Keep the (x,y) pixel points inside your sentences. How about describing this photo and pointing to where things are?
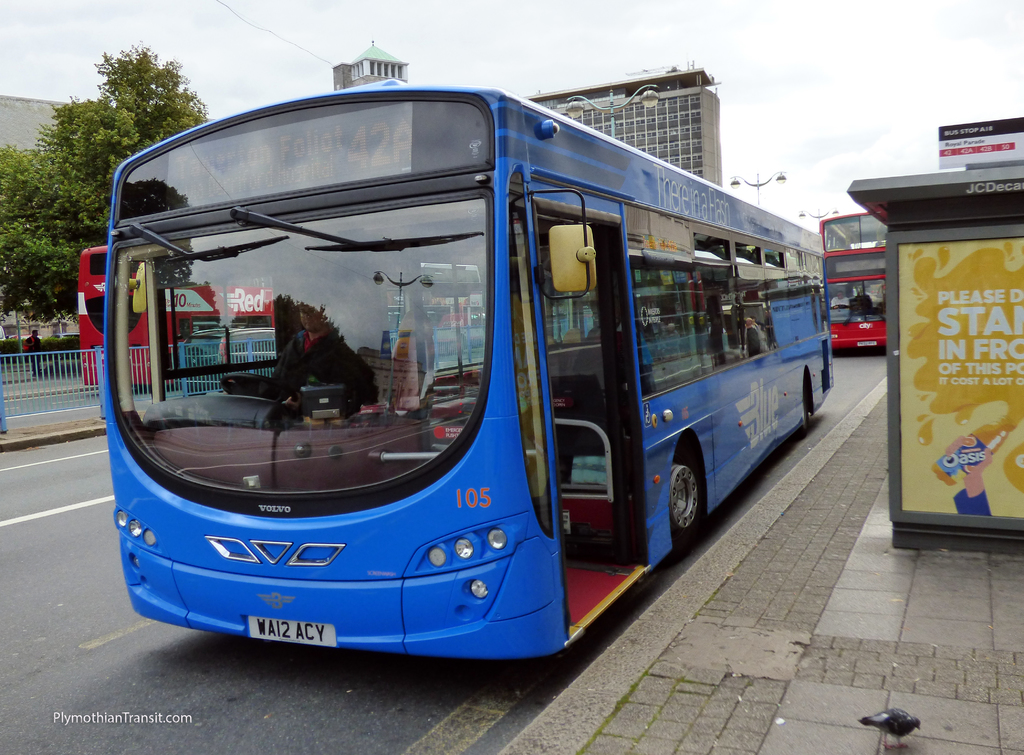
This picture is clicked in the city. At the bottom (409,723), we see the road (324,654), footpath (694,649) and a bird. In the middle (667,387), we see the buses (603,240) in red and blue color are on the road (358,688). On the right side (928,325), we see a board (963,305) in grey and yellow color with some text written on it. Behind that, we see a board (971,148) in white, red and black color with some text (972,130) written on it. On the left side (31,380), we see the railing (90,377). Behind that, we see a person (32,364) is standing. There are trees (105,147), buildings (665,122) and street lights (758,197) in the background (679,134). At the top (667,22), we see the sky (731,105).
